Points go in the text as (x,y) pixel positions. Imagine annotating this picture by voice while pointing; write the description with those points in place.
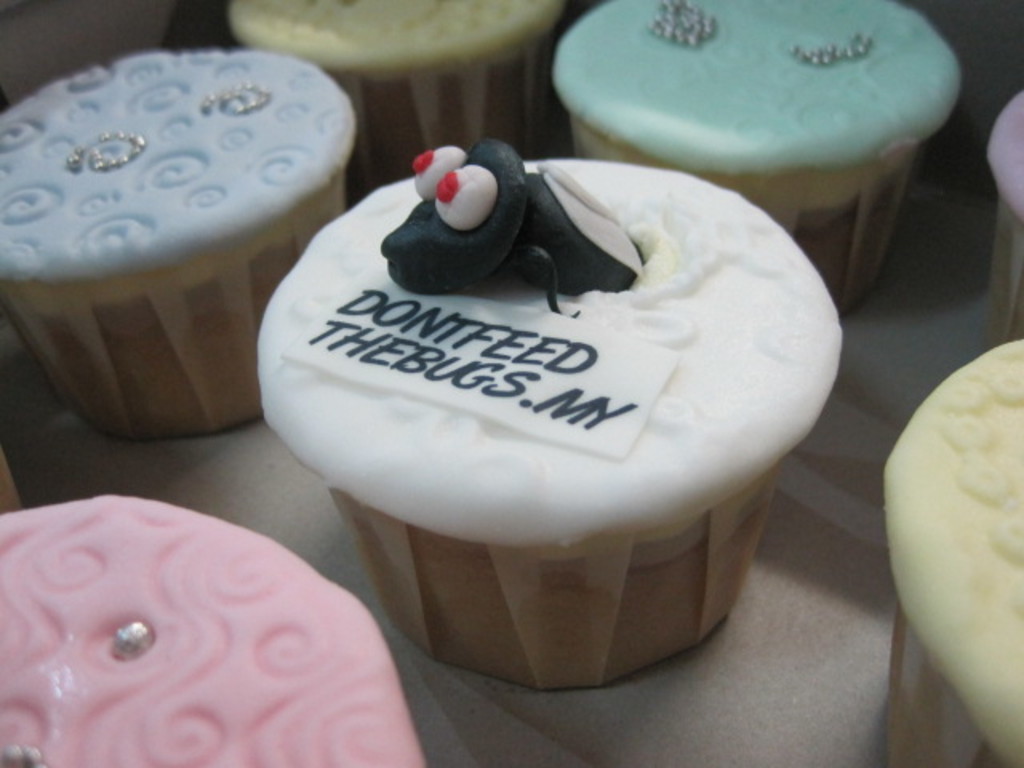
Here we can see cupcakes (329,192) on a platform (738,722) and on the middle cup cake (535,501) there is a text (477,345) and insect like structure (468,258).
